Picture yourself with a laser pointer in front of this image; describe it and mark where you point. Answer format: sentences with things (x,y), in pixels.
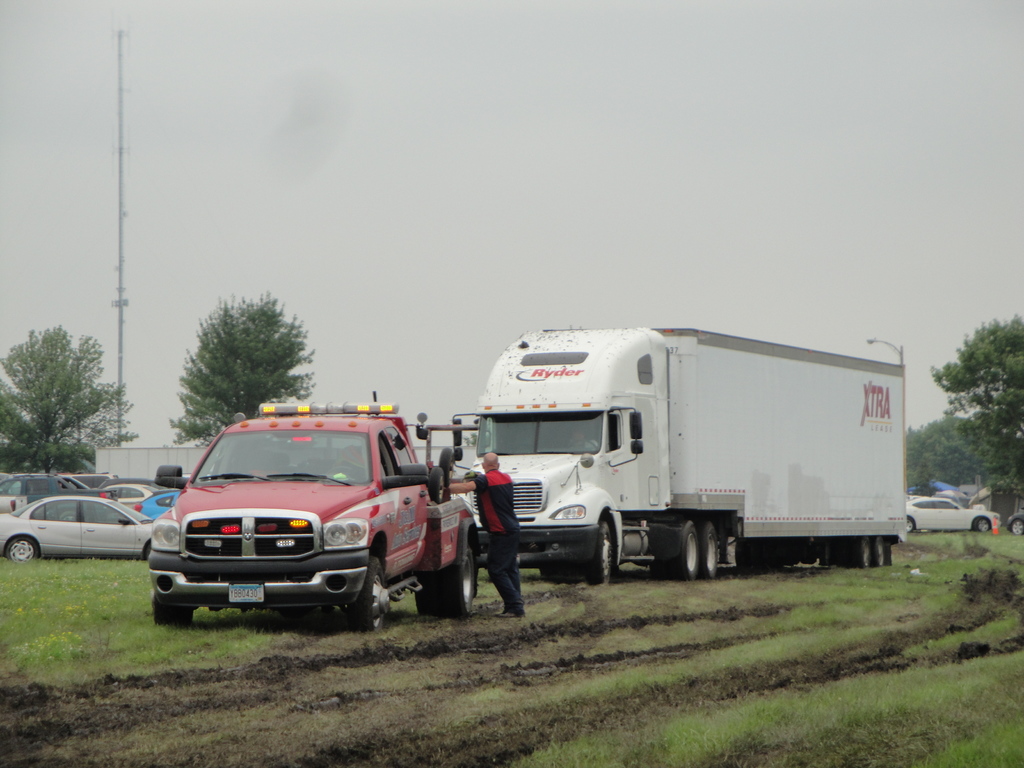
There is a person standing and we can see vehicles (53,525) and grass (960,533). In the background (155,426) we can see pole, trees (26,379) and sky (653,184).
